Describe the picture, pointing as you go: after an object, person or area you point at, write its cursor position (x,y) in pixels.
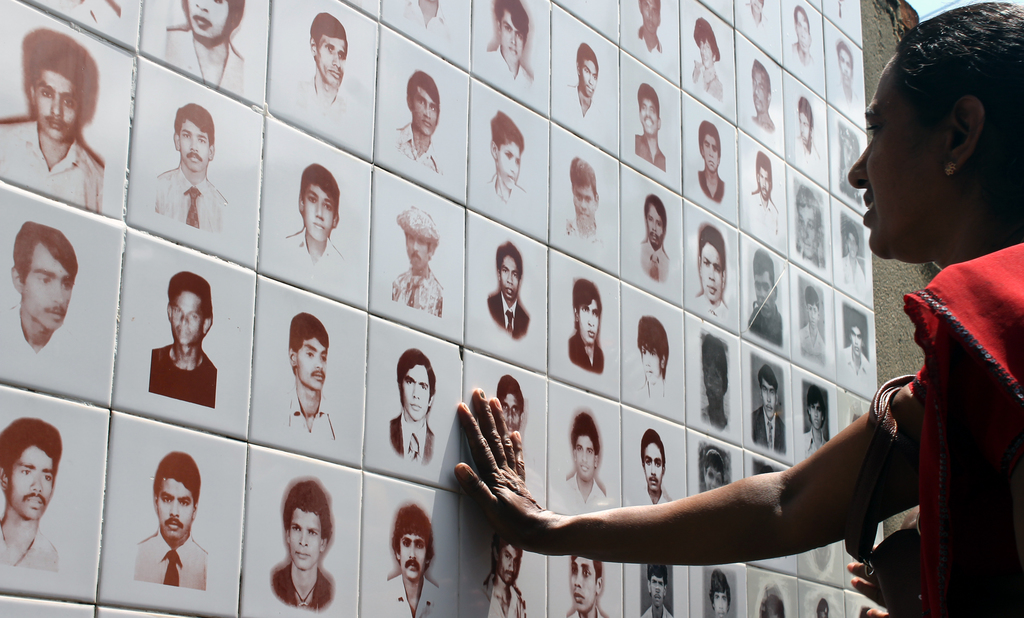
In this image we can see a wall (672,390) on which there are tiles (130,335). On the tiles (386,106) we can see many peoples pictures (591,302). Here we can see a person (973,353) touching the wall (676,598).
